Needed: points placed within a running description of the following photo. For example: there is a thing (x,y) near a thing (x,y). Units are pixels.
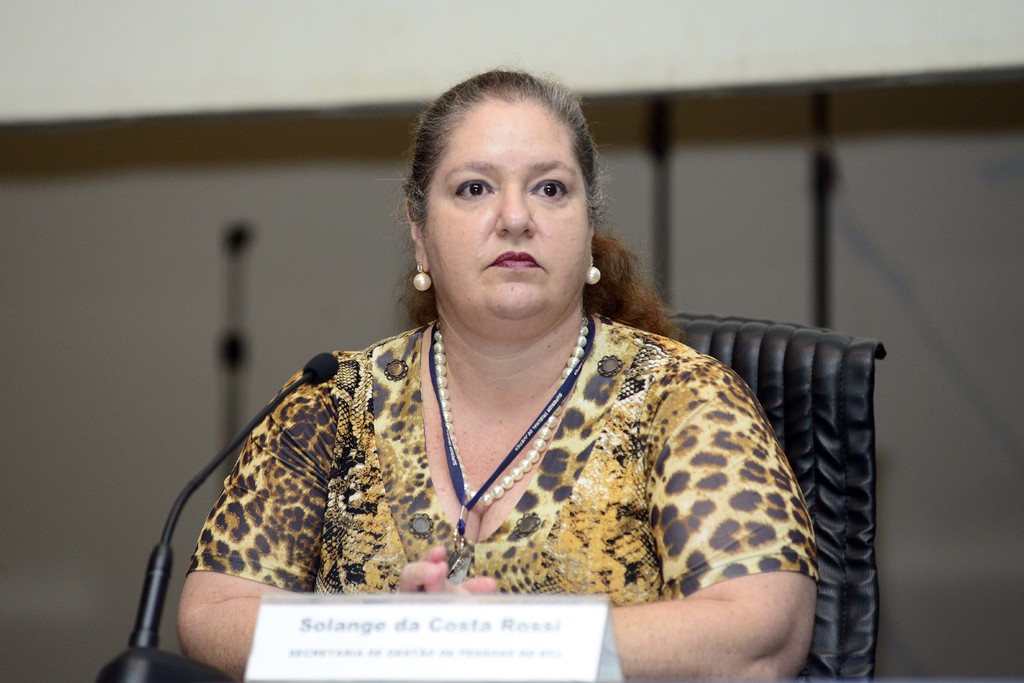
In this image we can see a person (533,254), chair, microphone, name plate (263,607) and other objects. In the background of the image (52,375) there is a wall (80,279) and other objects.
